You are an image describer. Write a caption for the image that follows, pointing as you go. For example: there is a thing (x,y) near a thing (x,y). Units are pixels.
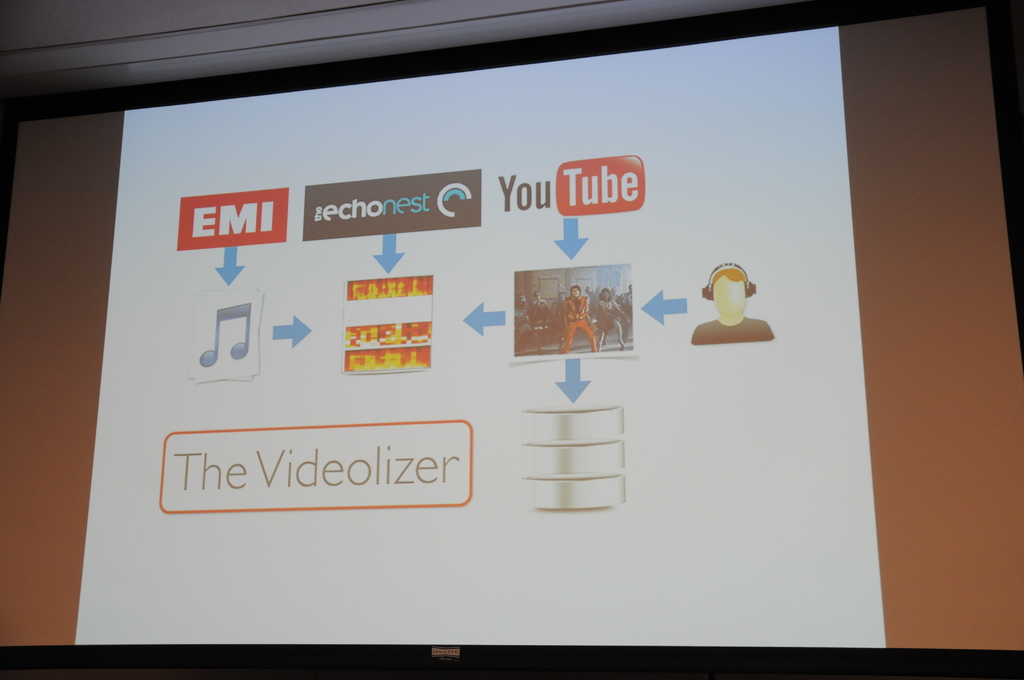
It is a zoom in picture of a big screen (486,506) and on the screen (504,405) there is an EMI (234,213), youtube (517,201), music icon (256,340), person (737,303) with headsets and these all are followed by directions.
